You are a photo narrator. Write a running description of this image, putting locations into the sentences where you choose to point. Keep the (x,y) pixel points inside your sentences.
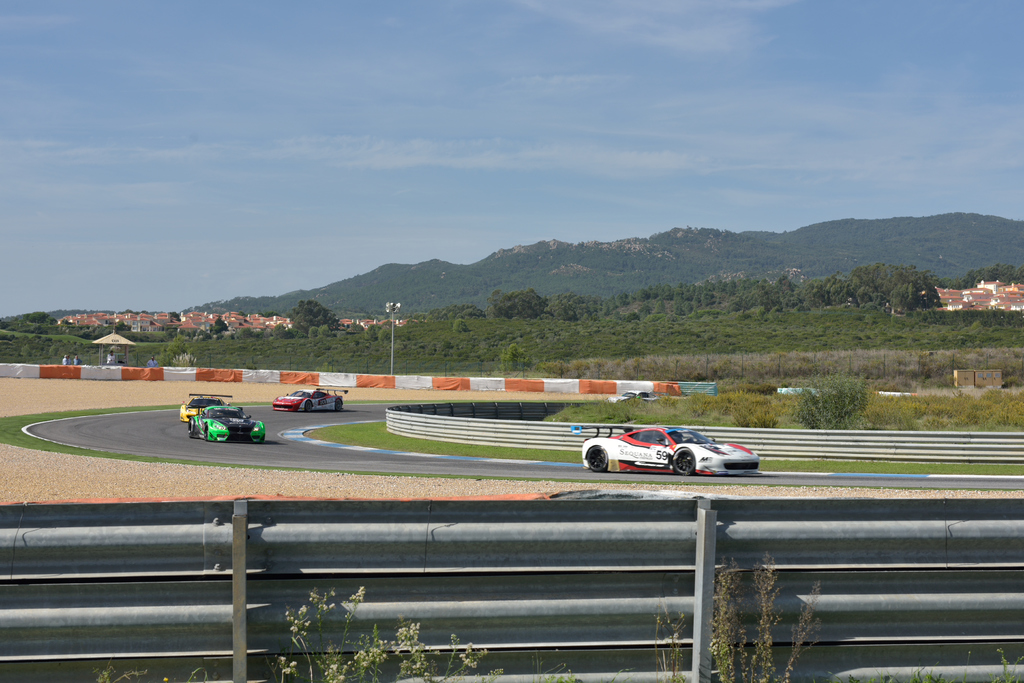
In this image I can see grass (756,680) and a silver colour thing (238,603) in the front (466,637). In the background (186,437) I can see a road (138,430) and on it I can see few sports car (187,416). In the background (455,332) I can see number of trees (795,304), clouds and the sky (315,168). On the right side (958,369) I can see a building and on the left side of this image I can see few people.
